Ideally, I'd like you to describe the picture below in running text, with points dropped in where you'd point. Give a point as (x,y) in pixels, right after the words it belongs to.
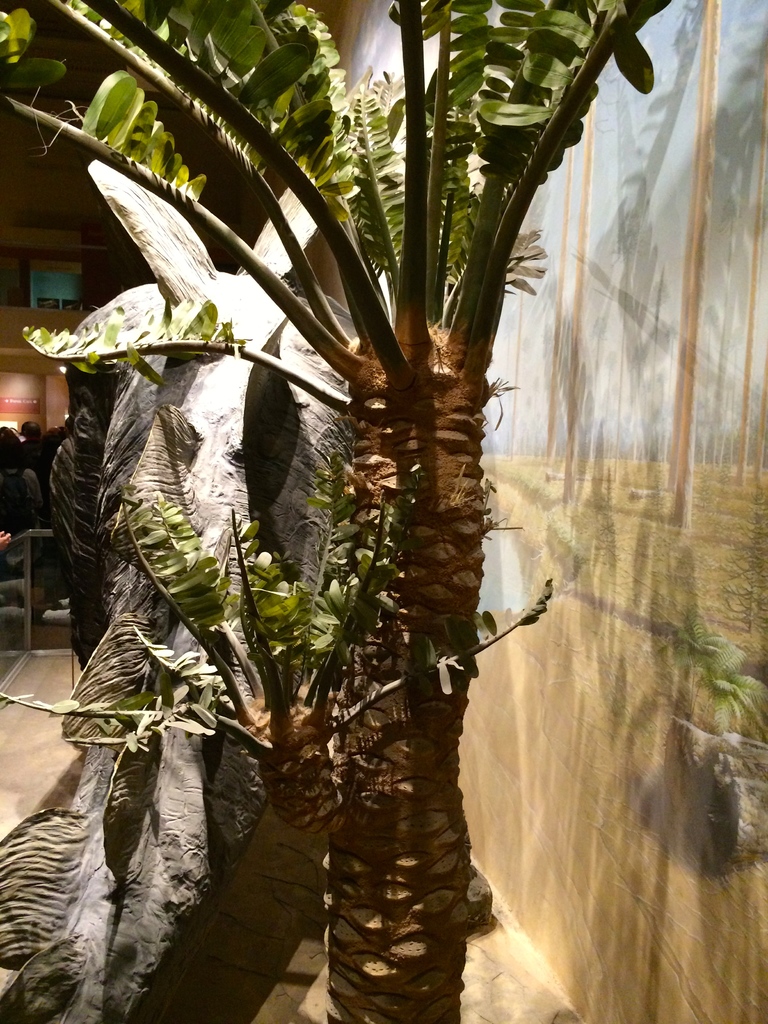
Painting (685,492) is on the wall (685,492). Beside this painting wall (689,384) there is a tree (495,68). Far there are people (11,507).
